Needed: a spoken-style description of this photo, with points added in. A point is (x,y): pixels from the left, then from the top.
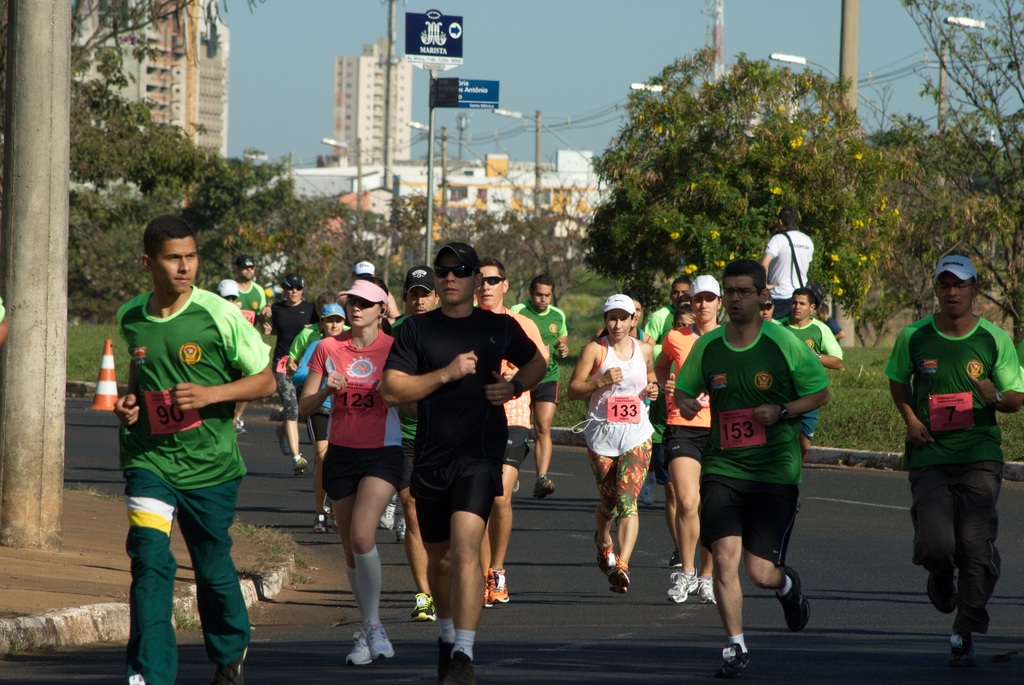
Here in this picture we can see number of men (540,364) and women (629,402) walking and running on the road (518,525) over there and we can see some people (610,363) are wearing goggles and caps (383,297) on them, we can see light posts (443,181), hoardings (454,95) present here and there, behind them we can see plants (893,270) and trees (365,238) present all over there and we can also see buildings (225,78) in the far over there.
